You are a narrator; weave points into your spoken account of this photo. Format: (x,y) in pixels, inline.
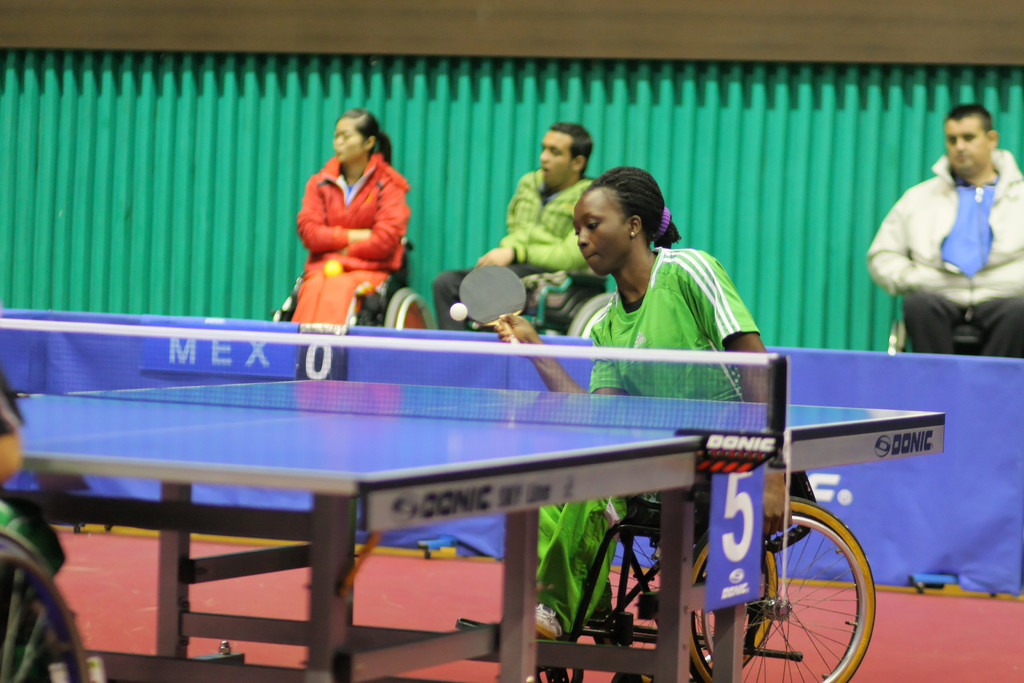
This girl (663,325) is sitting on a chair (825,510) and playing table tennis. This is table tennis (415,481). Far these persons (567,226) are sitting on a chair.
